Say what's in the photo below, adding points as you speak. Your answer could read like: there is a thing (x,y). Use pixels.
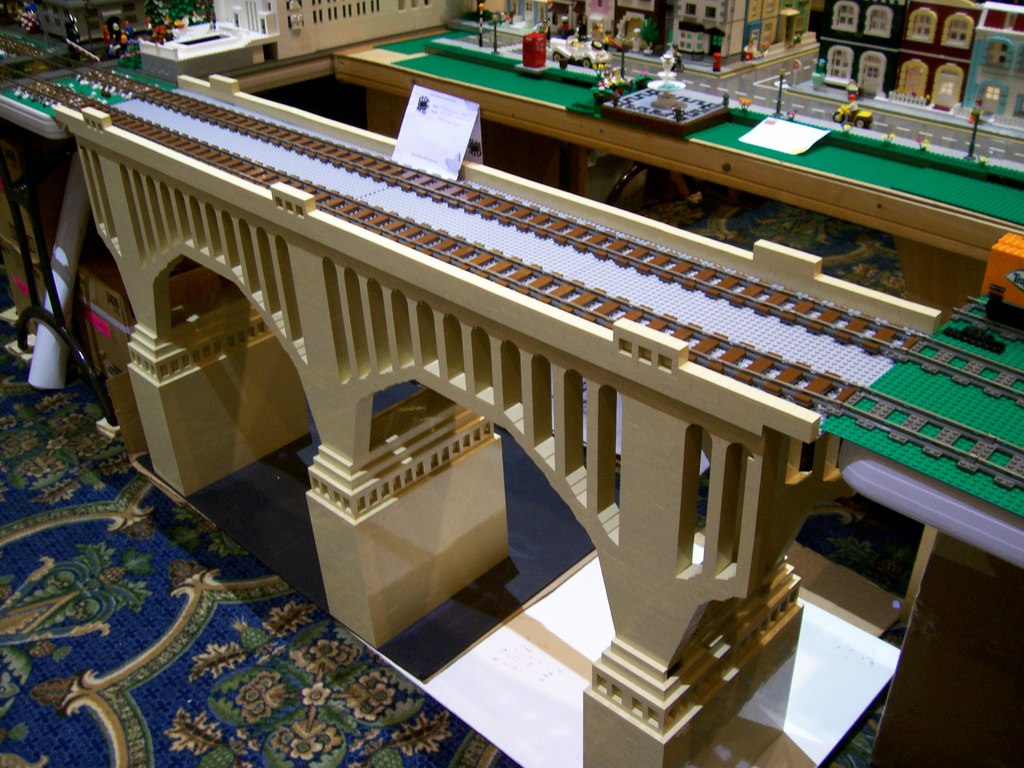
In this image I can see a miniature (368,533) of the bridge (364,327), railway track (831,380), fountain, buildings (865,50), windows (854,25), vehicles (589,48), poles (794,70) and few objects (771,132). They are on the surface (246,506).
